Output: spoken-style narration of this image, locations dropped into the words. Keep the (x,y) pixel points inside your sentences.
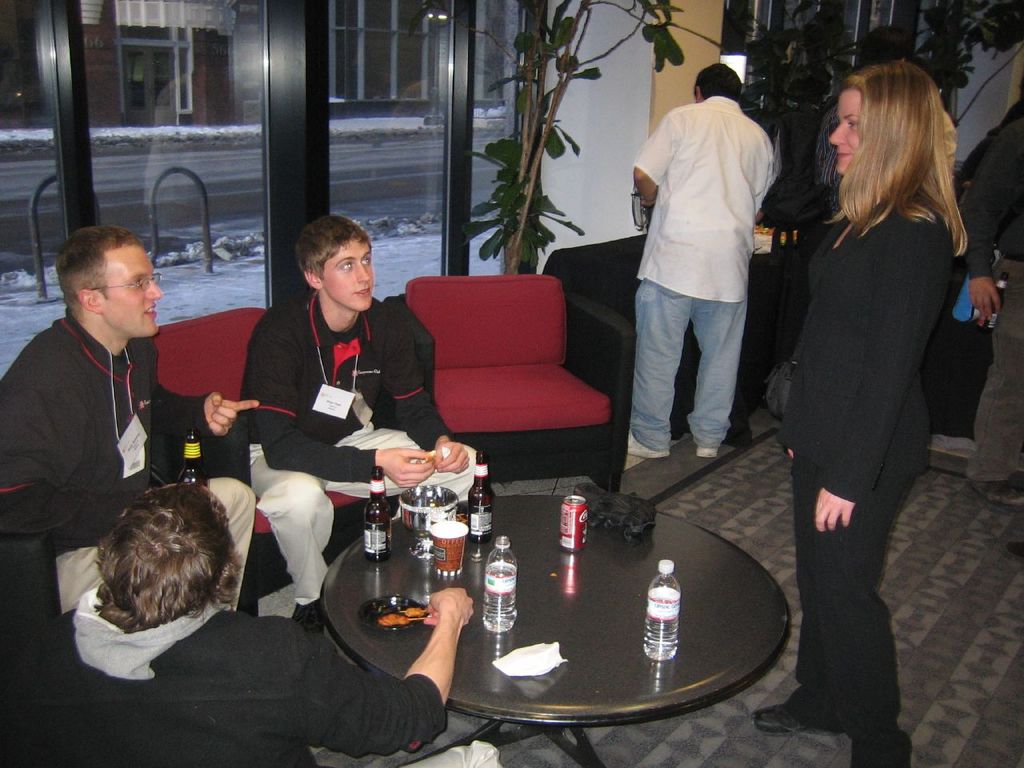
In this room (791,446) there are few people (96,291) in the left (163,588) three people (213,418) are sitting on chairs (206,335), they all are wearing black. In the right (809,281) people (829,301) are standing. In the middle (542,505) there is a table (480,686) on the table (501,498) there are bottles (501,559), cans (578,522), cup (449,558). In the background (150,173) there is a glass wall (327,145) and a tree (527,105). Through the glass wall (260,133) we can see outside there is a building (197,87) and a road (176,166). The man (114,305) is talking something to the lady (870,219) in front of him, he is holding a bottle (188,455).
